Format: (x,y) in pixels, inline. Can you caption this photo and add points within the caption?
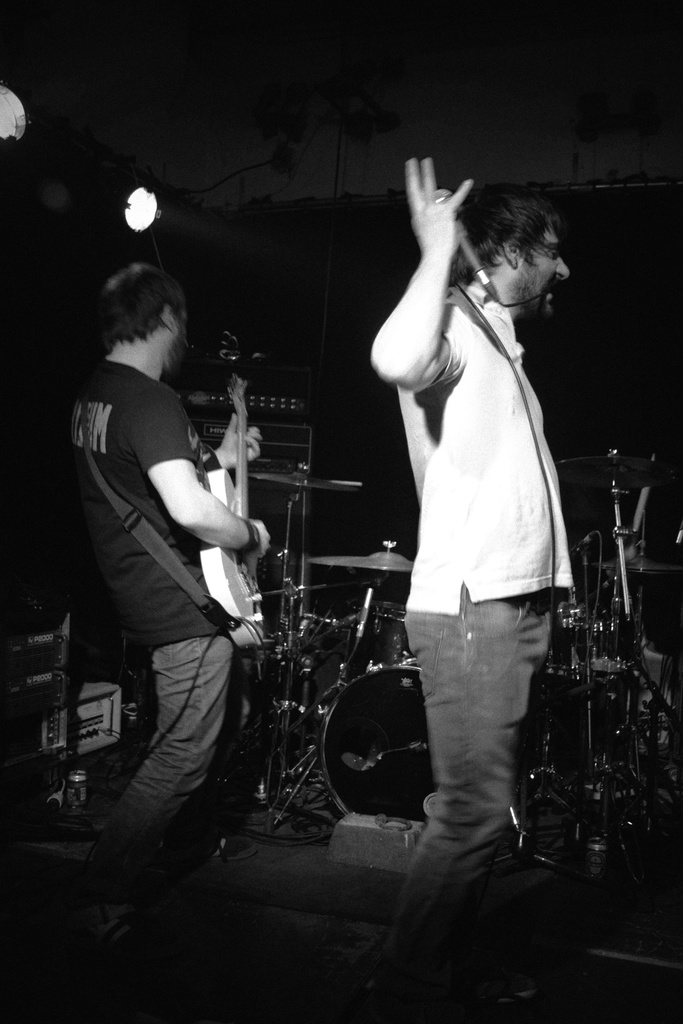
In this image there are two men (124,539) in which one of them is playing the guitar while other is holding the mic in his hand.
